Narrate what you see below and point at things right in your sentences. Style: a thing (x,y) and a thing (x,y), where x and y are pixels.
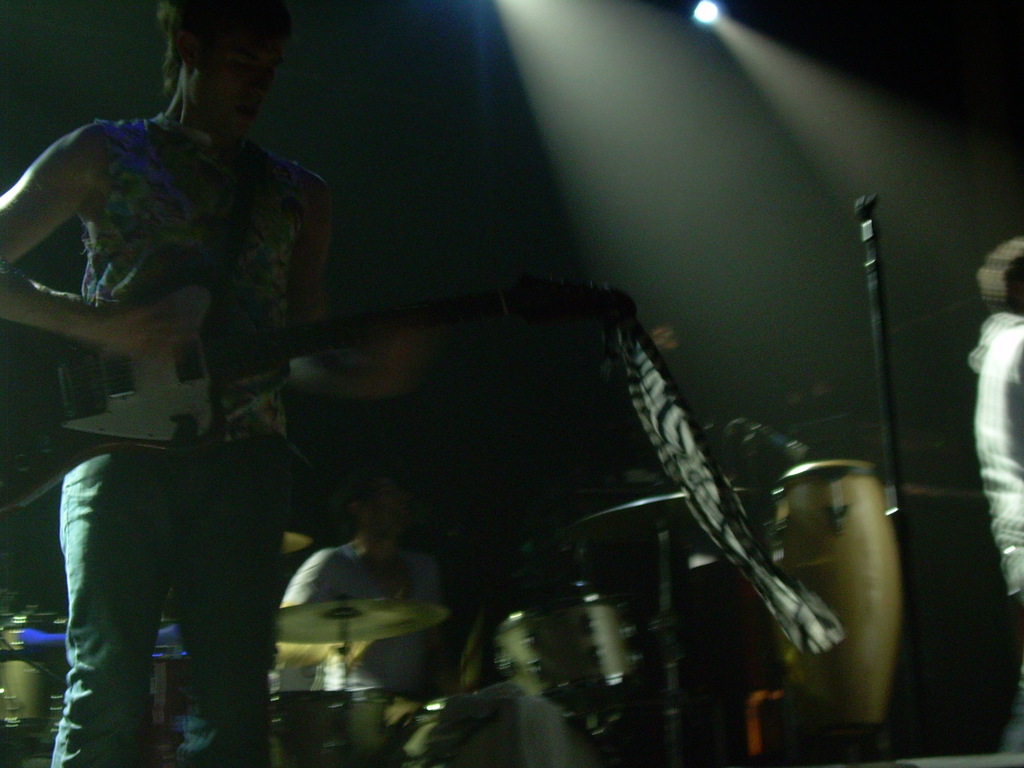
The image is clicked inside. The man (194,507) is standing in front (73,540) and playing his guitar (236,334). To the right (981,433) there is another person (1018,375) standing. In the background (394,659) there is a man (412,669) sitting and playing drums (369,633). At the top (734,30) there is light (749,64) falling.
